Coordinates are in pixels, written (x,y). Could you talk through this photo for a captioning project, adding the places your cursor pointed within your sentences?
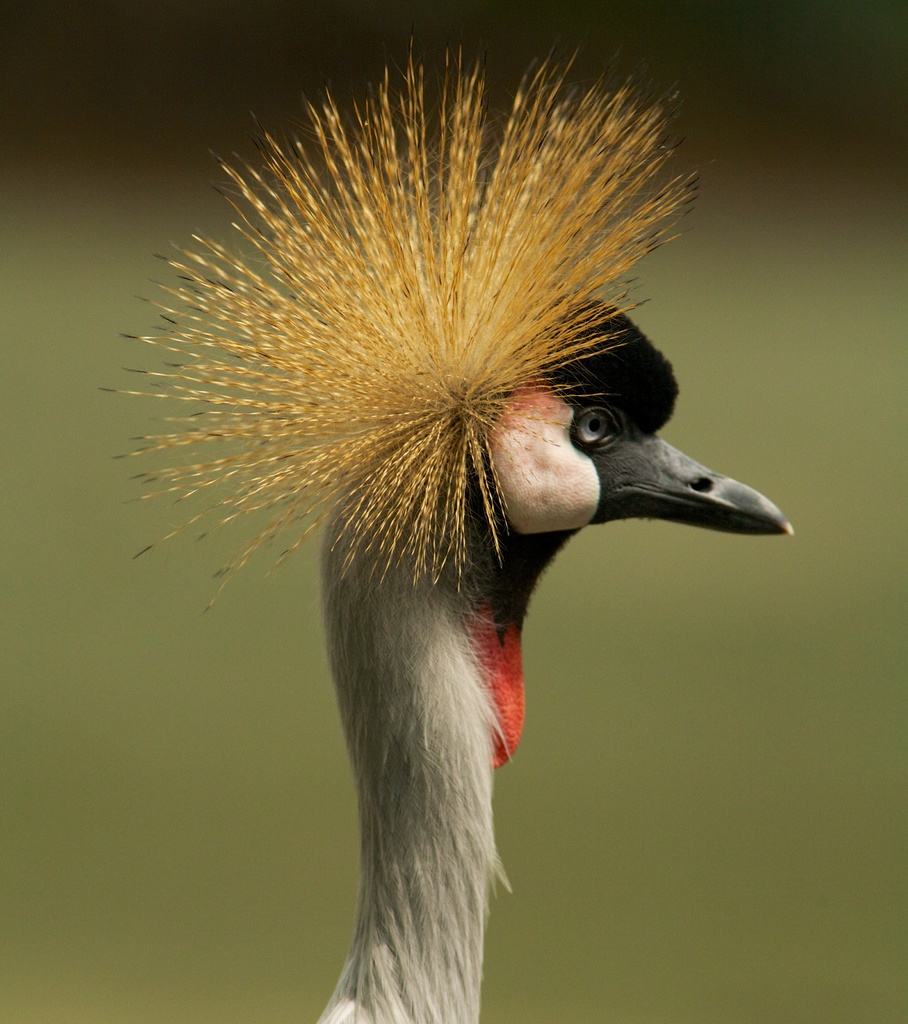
In this picture, we see a bird (401,660) which has a long neck (406,753) and a sharp beak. In the background (816,512), it is green in color.
